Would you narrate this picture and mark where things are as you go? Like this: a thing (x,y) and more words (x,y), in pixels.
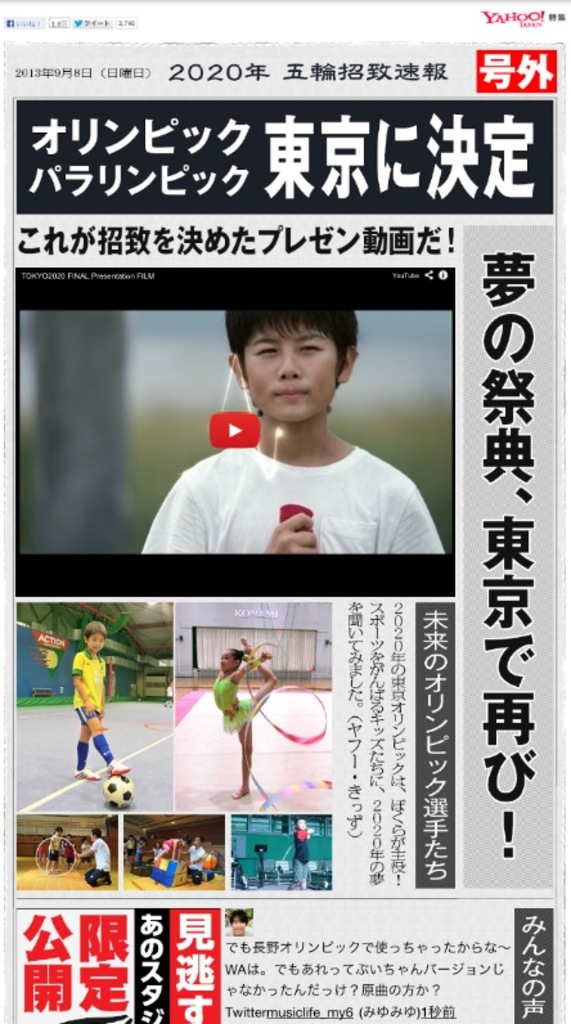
It is a poster. In this image we can see pictures (218,348) of the people (318,520) and there is some text (103,974) on the image.
